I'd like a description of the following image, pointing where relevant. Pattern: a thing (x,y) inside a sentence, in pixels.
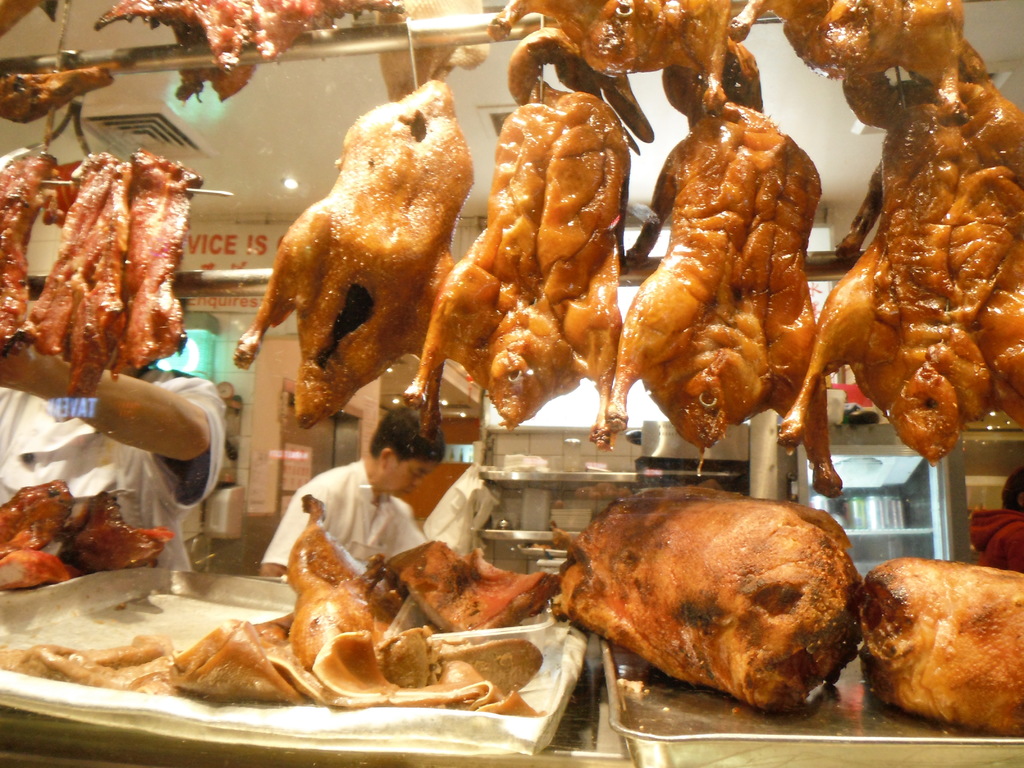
At the top of the image (602,120) there are many ducks (581,172) hanging on the rod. At the bottom of the image (135,720) there are trays (52,697) with meat (179,657) in it. Behind the trays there are two men (398,495) standing. Behind them there are racks (722,466) with few items (722,456) in it. Beside that there is a refrigerator (886,513). In the background (524,443) there is wall (524,443) and at the top of the ceiling (244,172) there are lights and also there is a name (242,268) on the walls (266,244).
